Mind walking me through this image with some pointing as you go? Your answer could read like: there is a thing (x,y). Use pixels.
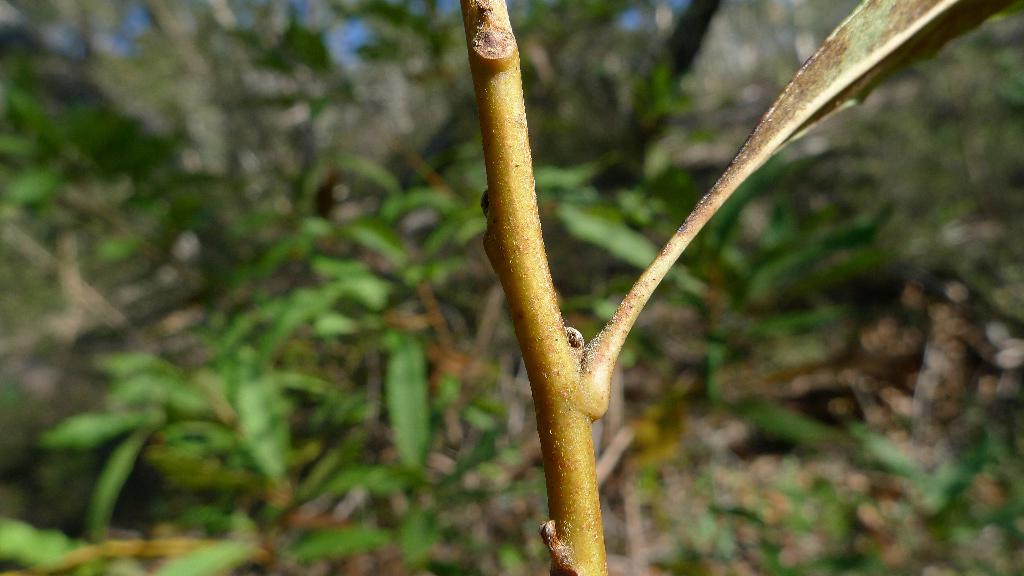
In this image I can see a plant (575,480) which is cream and brown in color and a leaf (599,377) to the right side of the image (872,22). In the background (694,138) I can see few plants (434,422) which are green and brown in color and the sky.
